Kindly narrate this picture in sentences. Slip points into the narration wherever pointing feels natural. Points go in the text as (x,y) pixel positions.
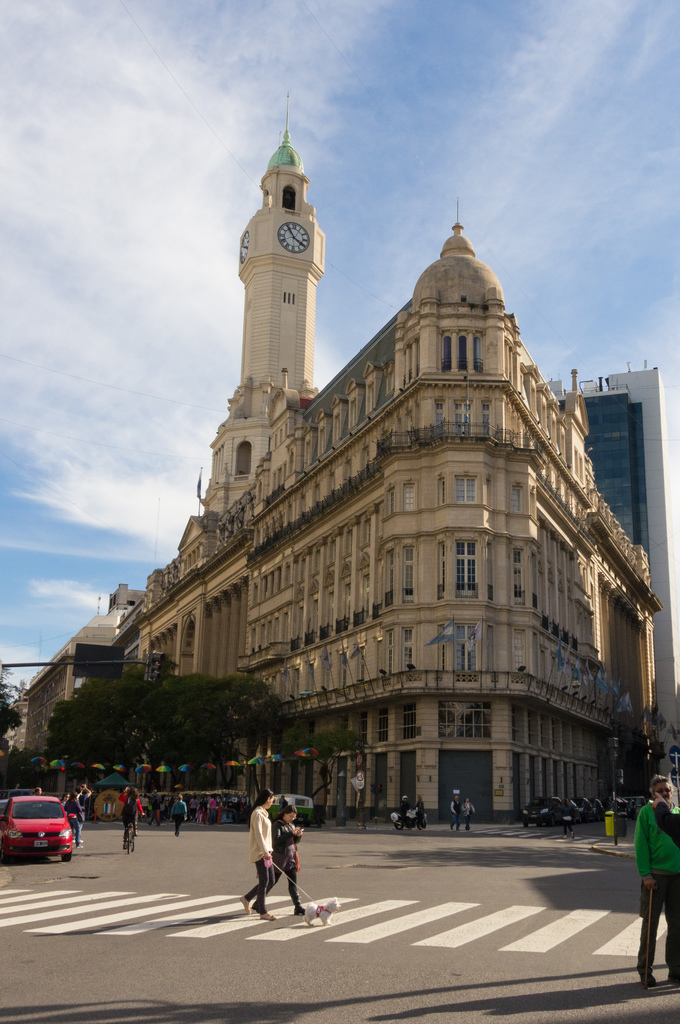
At the bottom (296,903) 2 persons (292,893) are walking on the road (338,885) with a dog (330,915). On the left side (61,810) a red color car (53,818) is moving on the road (142,856), there are trees (189,755) and this is a very big building (435,410). At the top (463,81) it is the blue color sky (168,111).
